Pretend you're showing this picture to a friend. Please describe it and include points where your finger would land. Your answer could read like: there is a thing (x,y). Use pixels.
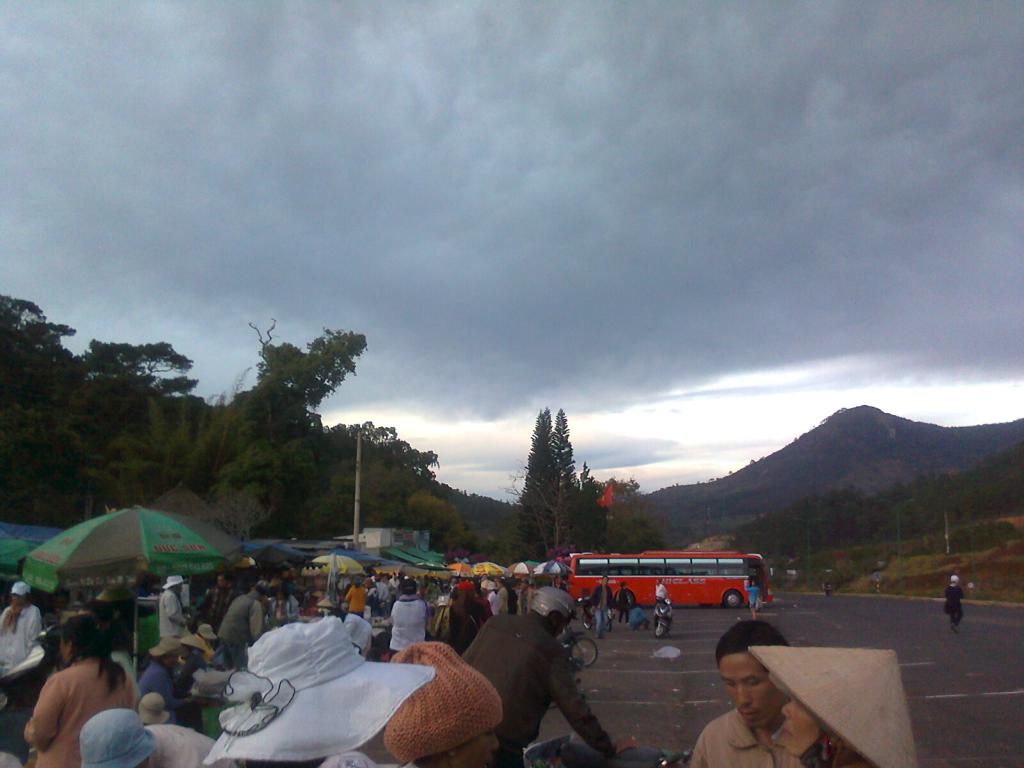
In this picture there are people (542,634) at the bottom side of the image (556,646) and there are stalls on the left side of the image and there is a bus (650,586) in the center of the image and there are trees (479,506) in the background area of the image (980,485).
